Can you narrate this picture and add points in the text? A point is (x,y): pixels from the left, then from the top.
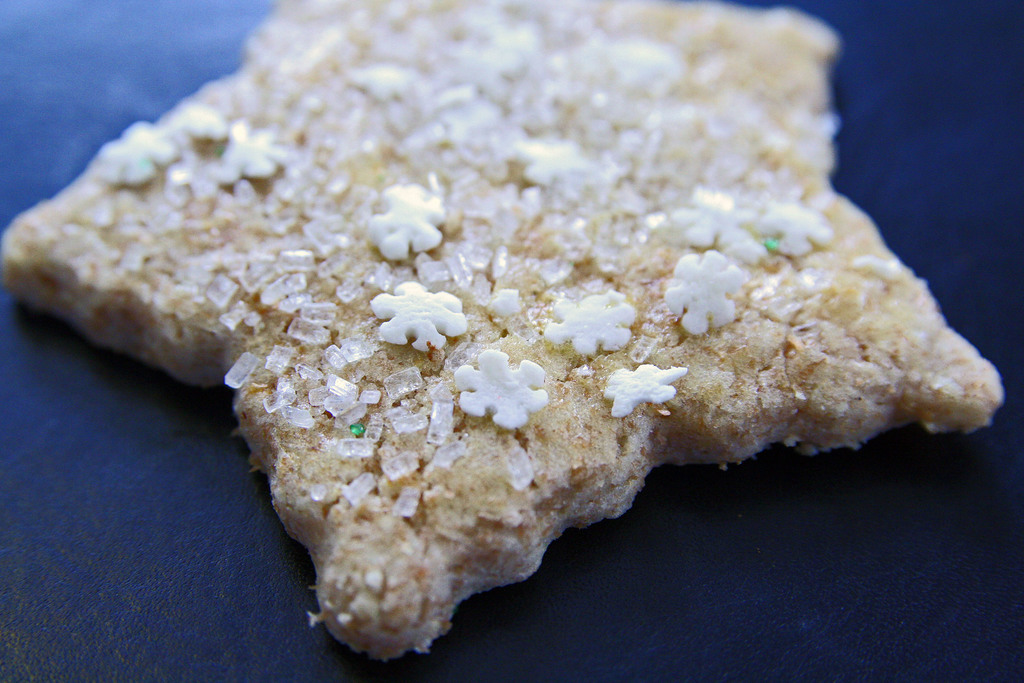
In this picture we can see food (674,287) on the surface (115,117).
